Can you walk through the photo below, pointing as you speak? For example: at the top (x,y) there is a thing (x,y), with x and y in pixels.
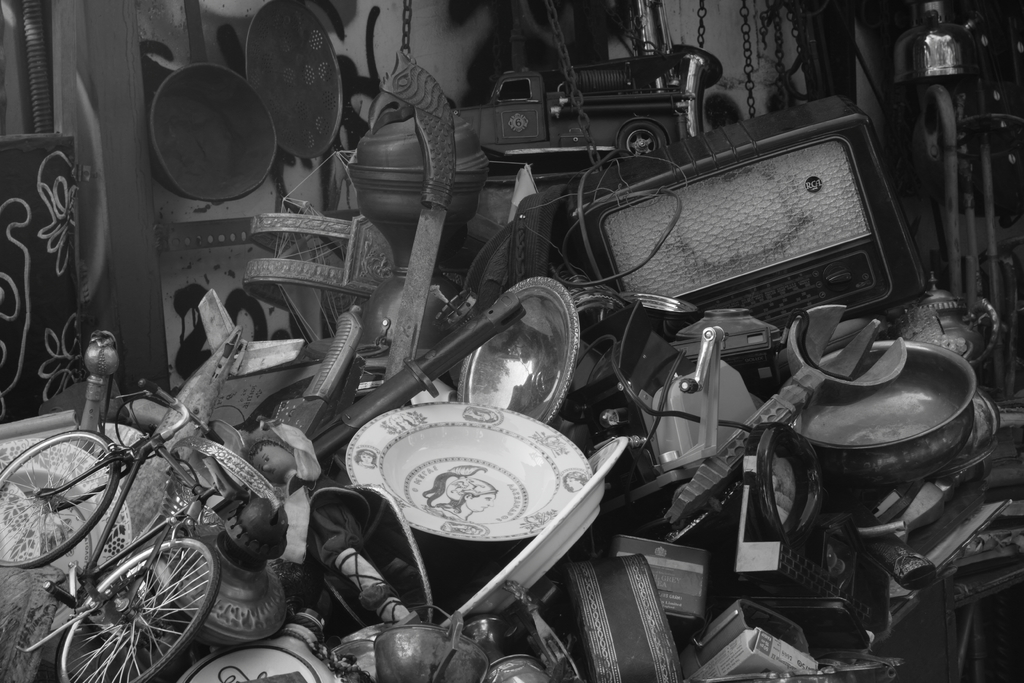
In this picture we can see a bicycle (161,553), plates (370,462), bowls (932,376), pans (184,92), chains (762,30), a toy car (593,81) and other things (354,526).
